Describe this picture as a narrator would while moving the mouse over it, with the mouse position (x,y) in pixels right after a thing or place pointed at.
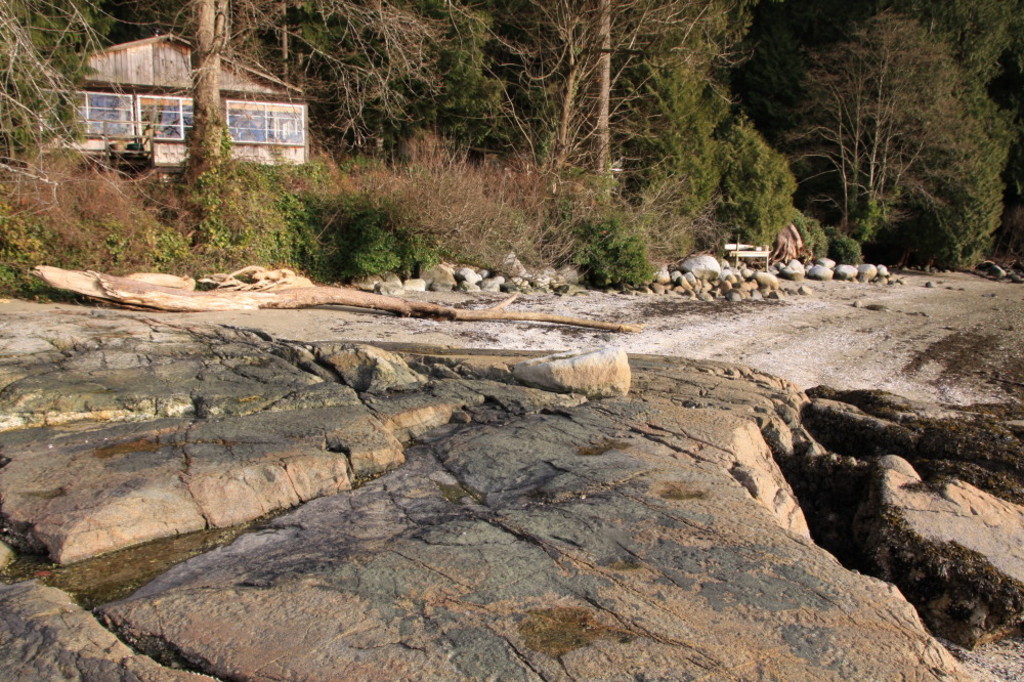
In this image I can see the huge rock surface (529,544), few stones (824,265), few wooden logs (195,287) and few trees (854,133). In the background (171,157) I can see a house (268,145) which is made of wood (106,50) and the black background (260,160).
